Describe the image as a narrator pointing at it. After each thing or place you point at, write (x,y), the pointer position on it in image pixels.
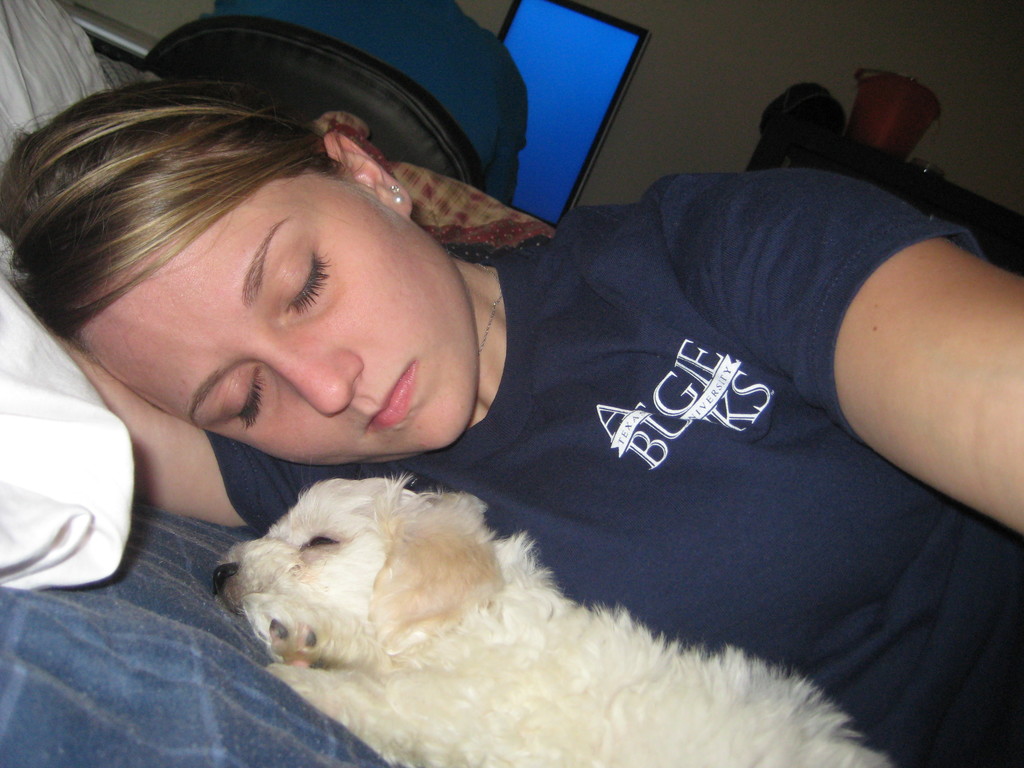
In the image we can see there is a woman (647,465) who is sleeping and beside her there is a dog (471,639) sleeping.
